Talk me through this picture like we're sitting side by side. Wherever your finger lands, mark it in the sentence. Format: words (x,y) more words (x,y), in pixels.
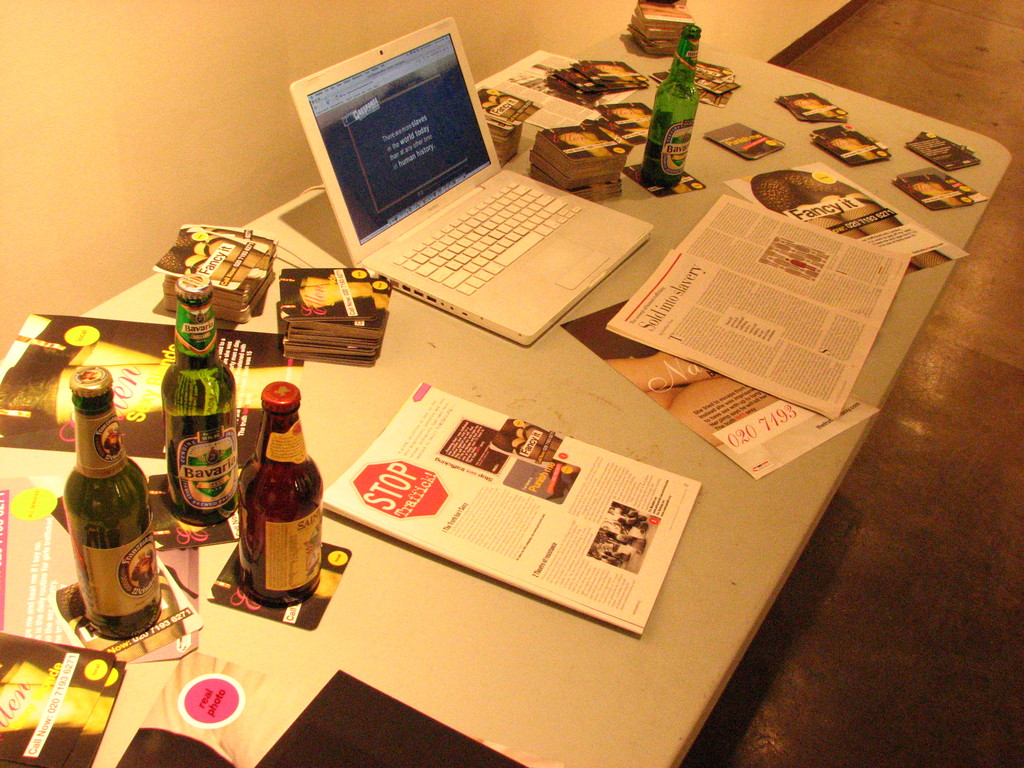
In this image there is a laptop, papers (772,244), book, bottle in table (400,568).
